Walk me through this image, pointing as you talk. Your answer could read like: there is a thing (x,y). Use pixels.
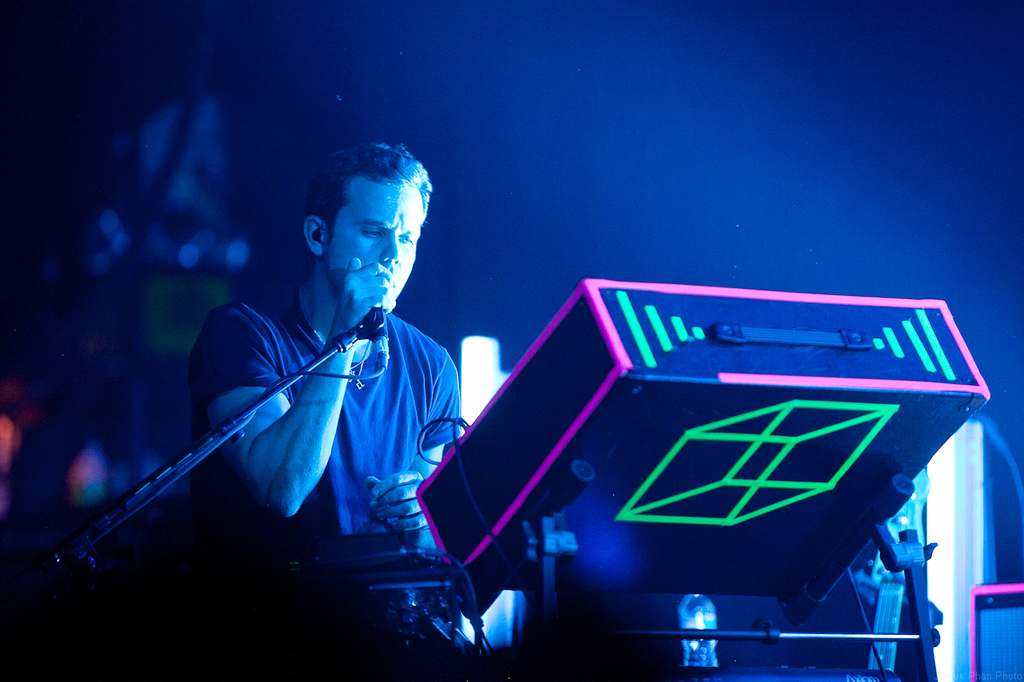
In this picture, we can see a person (294,301) holding a microphone (380,323) with a stand (340,337), and we can see some objects (755,427) on the right side of the picture (691,465), like a box (567,440), wires (458,453), and we can see the blurred background (710,118).
